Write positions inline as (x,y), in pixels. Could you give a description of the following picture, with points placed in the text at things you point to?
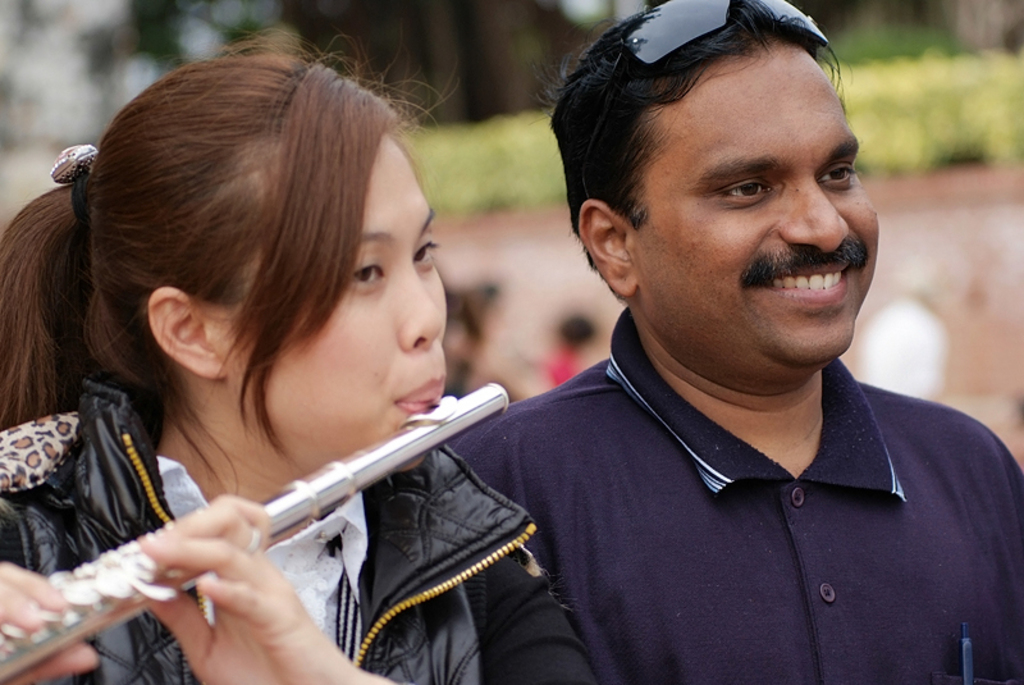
This is the picture of a two persons (296,452). The woman (263,585) in black jacket (396,620) was playing a music instrument (314,491).
